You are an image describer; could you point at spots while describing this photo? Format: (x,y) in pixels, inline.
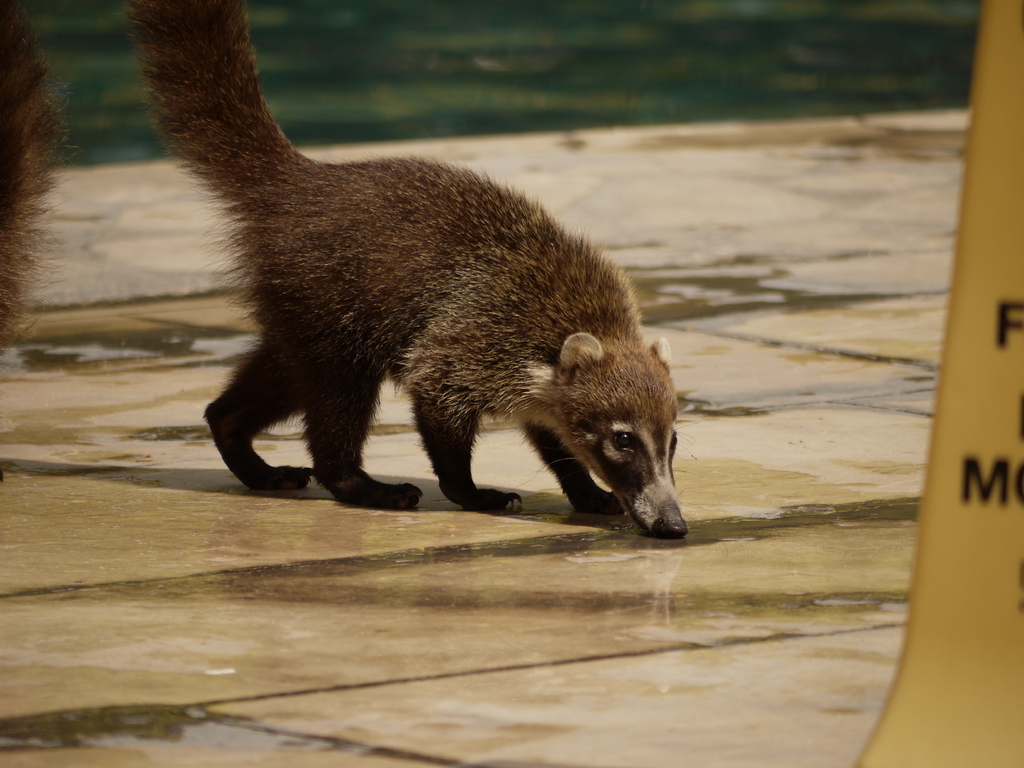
In this picture we can observe an animal (329,270) which is in brown color on the floor (325,515). On the left (26,214) we can observe another animal (13,171). We can observe some water (635,550) on the floor (284,524).
